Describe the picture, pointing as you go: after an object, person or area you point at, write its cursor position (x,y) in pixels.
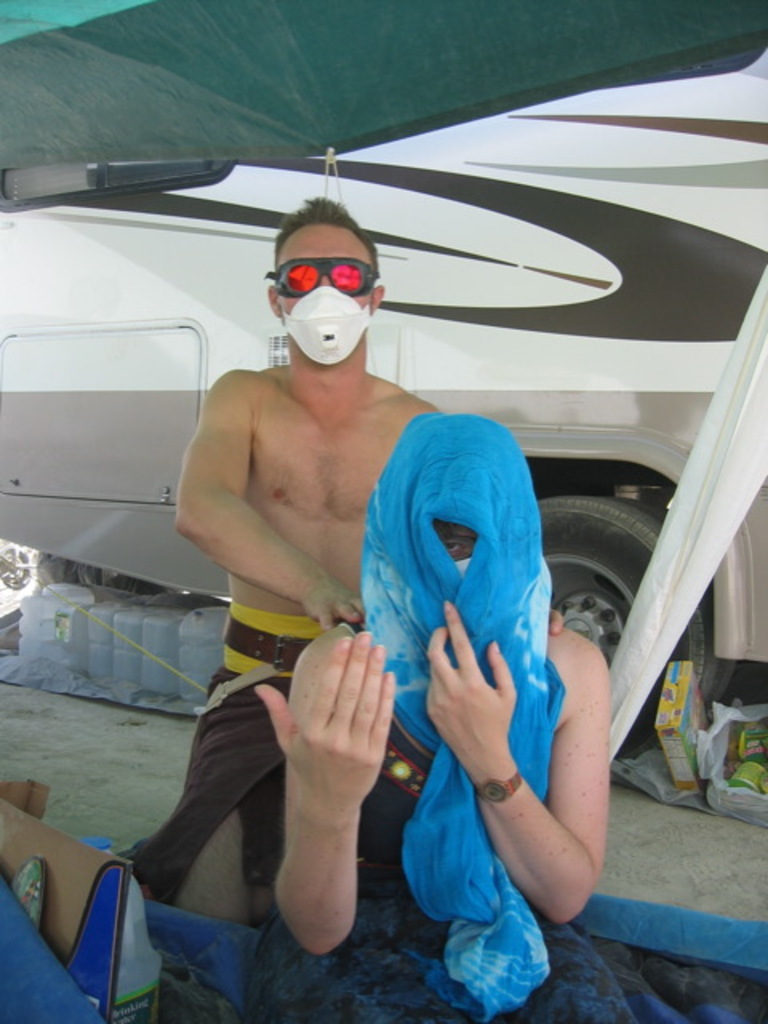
As we can see in the image there are two people (307,566), bag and a white color bus (262,261). Here there are white color cans (154,648).
